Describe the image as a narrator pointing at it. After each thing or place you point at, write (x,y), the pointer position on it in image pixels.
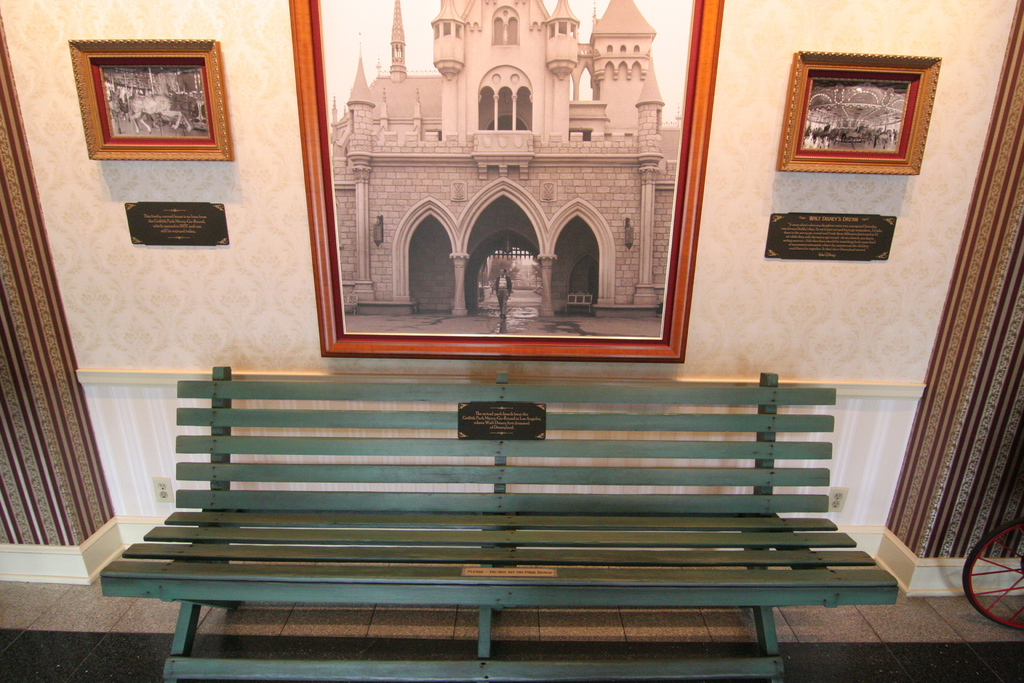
Here I can see a bench (254,501) placed on the floor (853,640). At the top of the image (587,98) there are few photo frames (656,108) attached to the wall (734,107). On the right (990,271) and left side of the image (24,385) I can see the curtains (965,373).
